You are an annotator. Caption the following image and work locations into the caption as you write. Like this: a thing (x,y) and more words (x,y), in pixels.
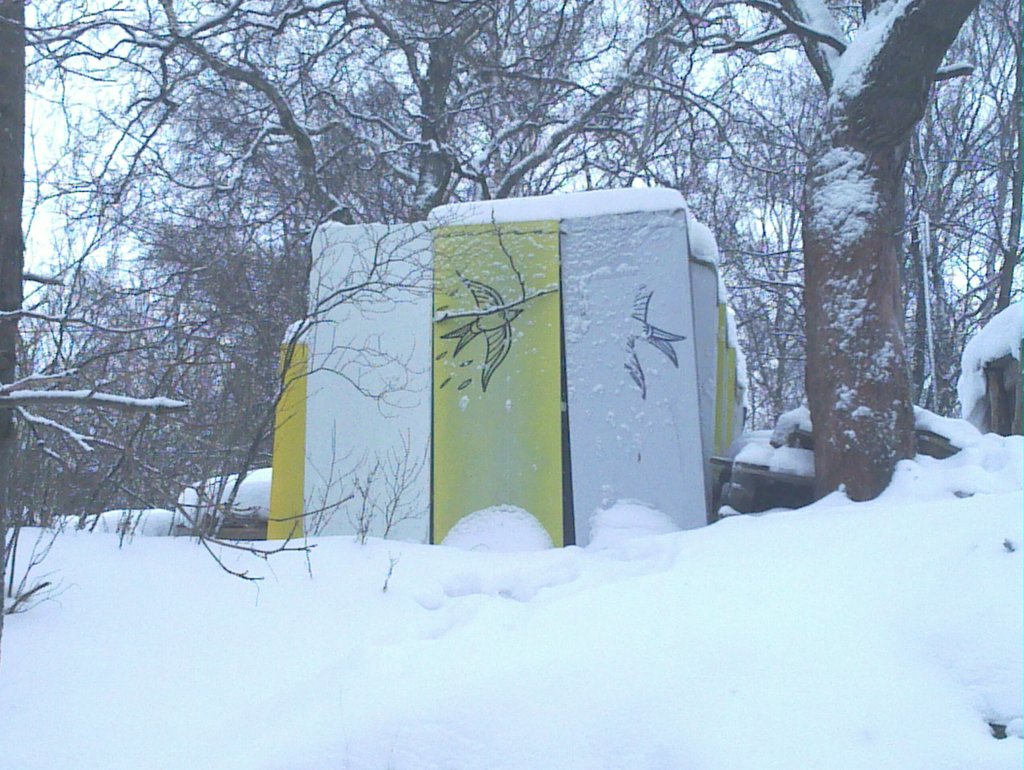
In this picture we can see the sky (131,79), trees (893,234). We can see the yellow and white boards (637,343). We can see the depiction of a bird (499,330) on the yellow board (483,346). We can see the formation of the snow (569,208) on the trees (382,215) and the boards (621,221). At the bottom portion of the picture (513,661) i can see the snow (410,687).
